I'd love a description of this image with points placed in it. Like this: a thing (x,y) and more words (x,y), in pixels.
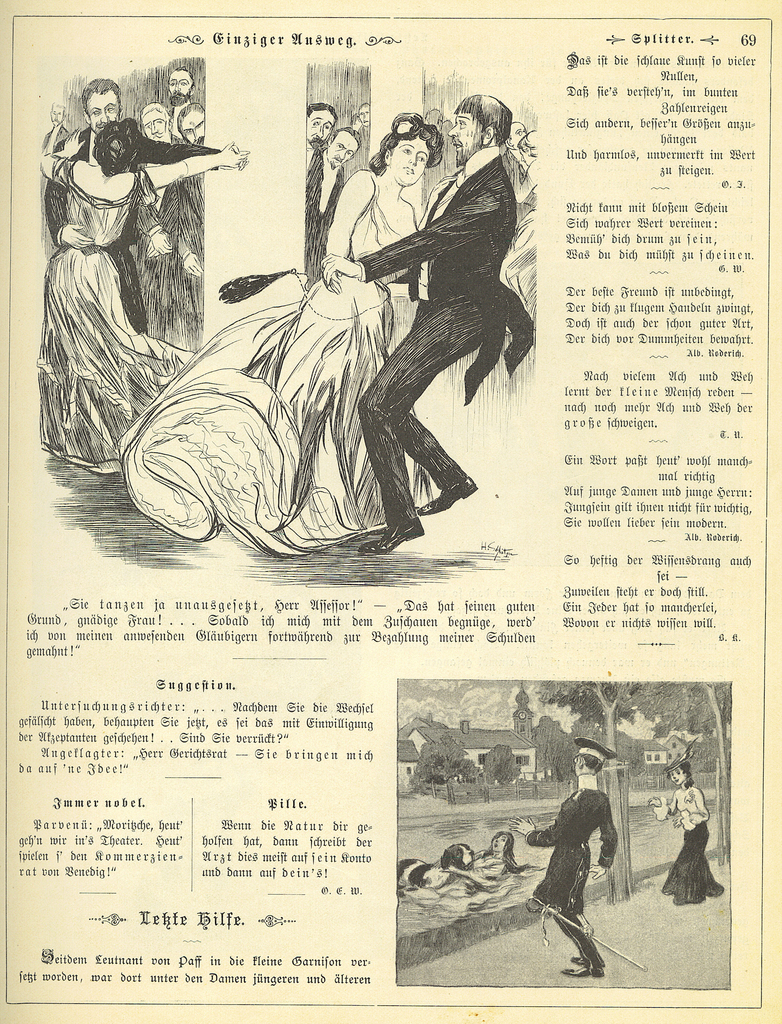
In the center of the image (273,577) we can see a paper (265,398). On the paper (253,375), we can see a few people (560,829), some objects (546,793) and some text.
